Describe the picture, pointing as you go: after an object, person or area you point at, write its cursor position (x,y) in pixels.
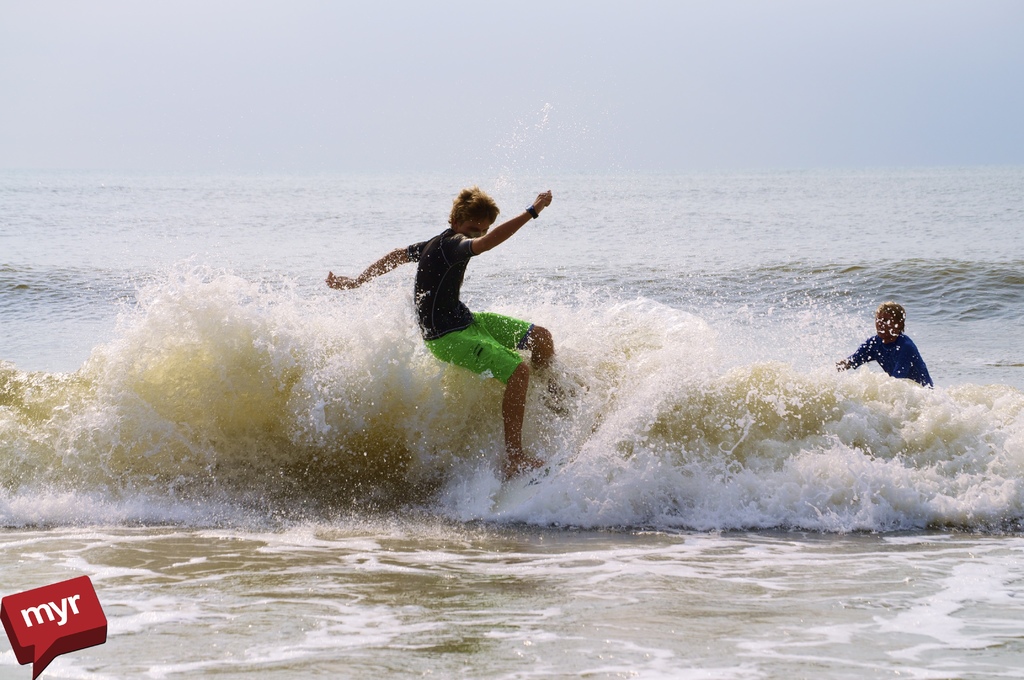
This image is taken outdoors. At the top of the image (205,66) there is a sky (561,61). At the bottom of the image (273,470) there is a sea (175,387) with waves (823,269). In the middle of the image (504,378) a boy (490,370) is surfing on the sea (649,459) and on the right side of the image (885,369) there is another person (879,360) in the sea (962,293).
